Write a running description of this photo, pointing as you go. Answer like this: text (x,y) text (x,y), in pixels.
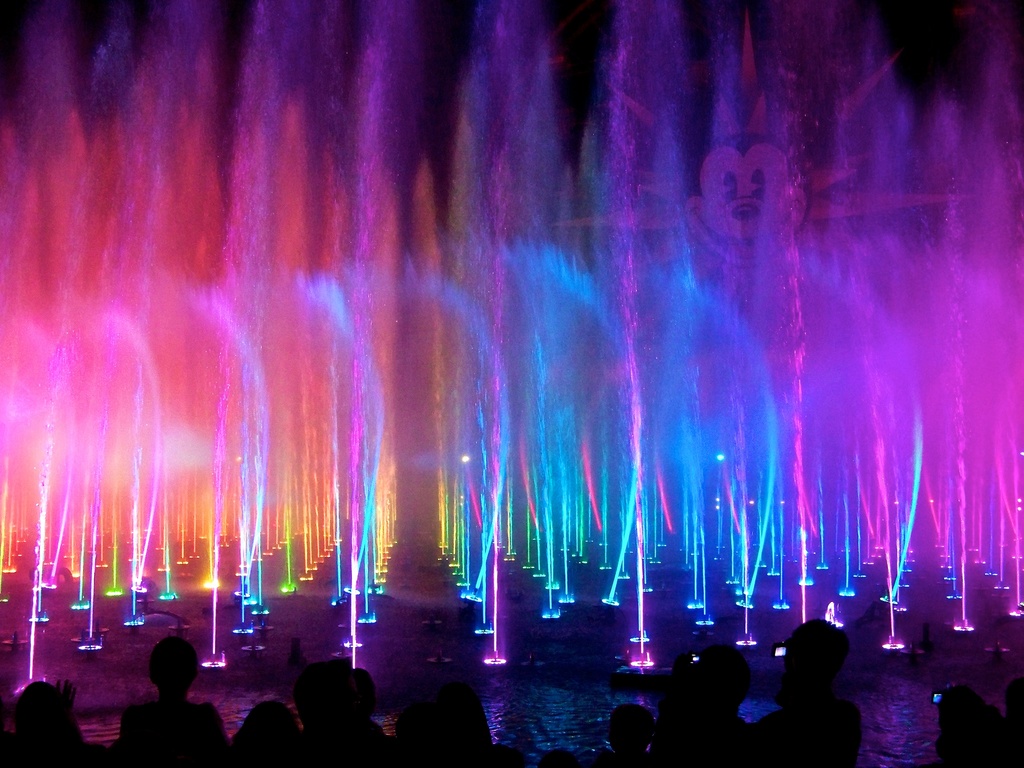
In this image, we can see light show (483,612) with water fountains (331,538). At the bottom (632,755), we can see few people (614,766). Here we can see a mickey mouse (723,192).
